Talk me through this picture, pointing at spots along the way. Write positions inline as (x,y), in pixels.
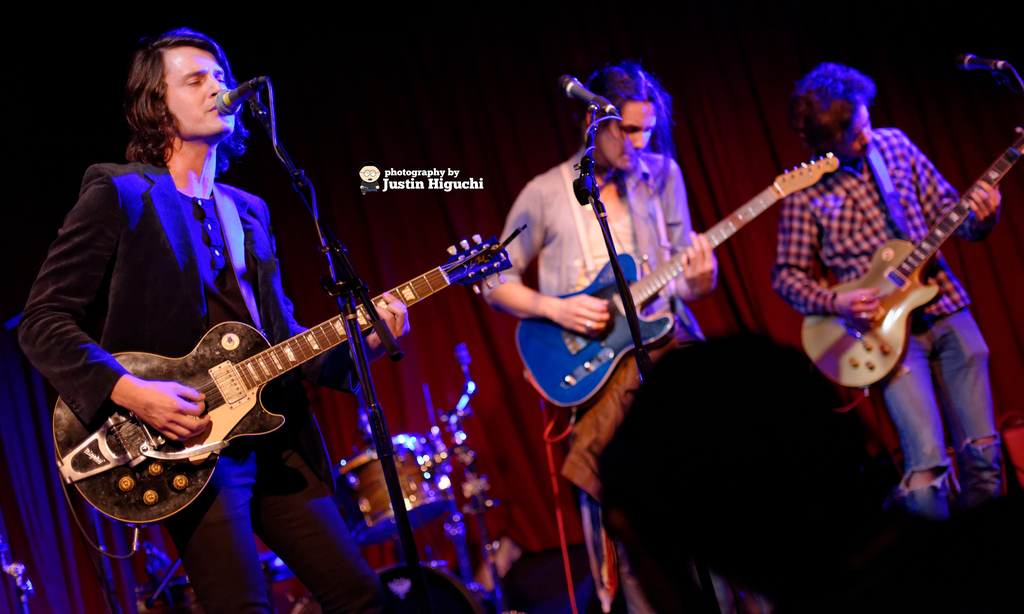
Three person (194,259) playing guitar (643,296), this is microphone (589,101) and in background (422,334) there is red color curtain (443,365), this is drum (437,470).
